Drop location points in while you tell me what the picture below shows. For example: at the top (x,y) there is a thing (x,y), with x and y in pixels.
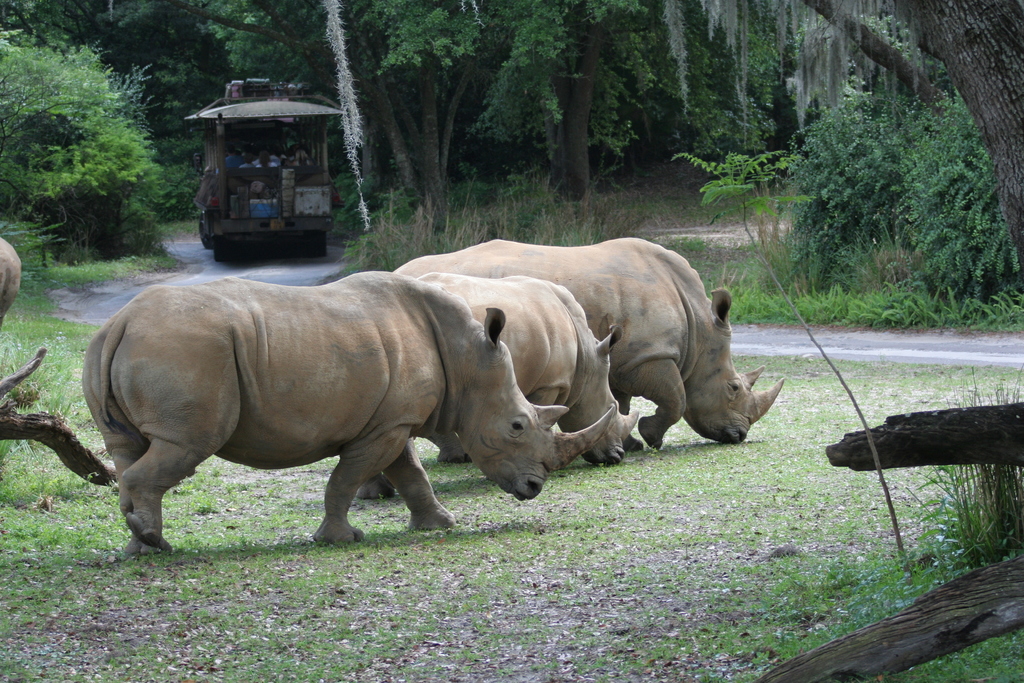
In this picture we can see rhinoceros (376,348) on the grass (280,496) and behind the rhinoceros (296,391) there is a vehicle (288,209) with some people (266,165) and behind the vehicle (253,153) there are trees (15,91).
